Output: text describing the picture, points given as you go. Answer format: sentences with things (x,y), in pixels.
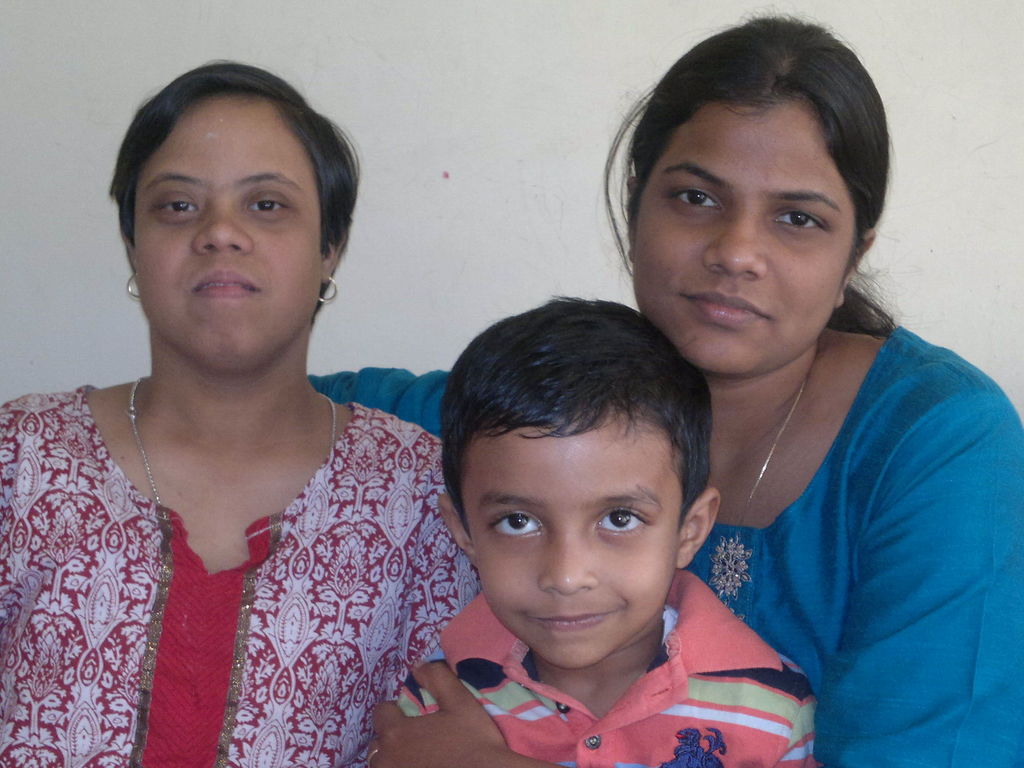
In this picture we can see there are three people (293,578) and behind the people (301,390) there is a wall (428,144).
